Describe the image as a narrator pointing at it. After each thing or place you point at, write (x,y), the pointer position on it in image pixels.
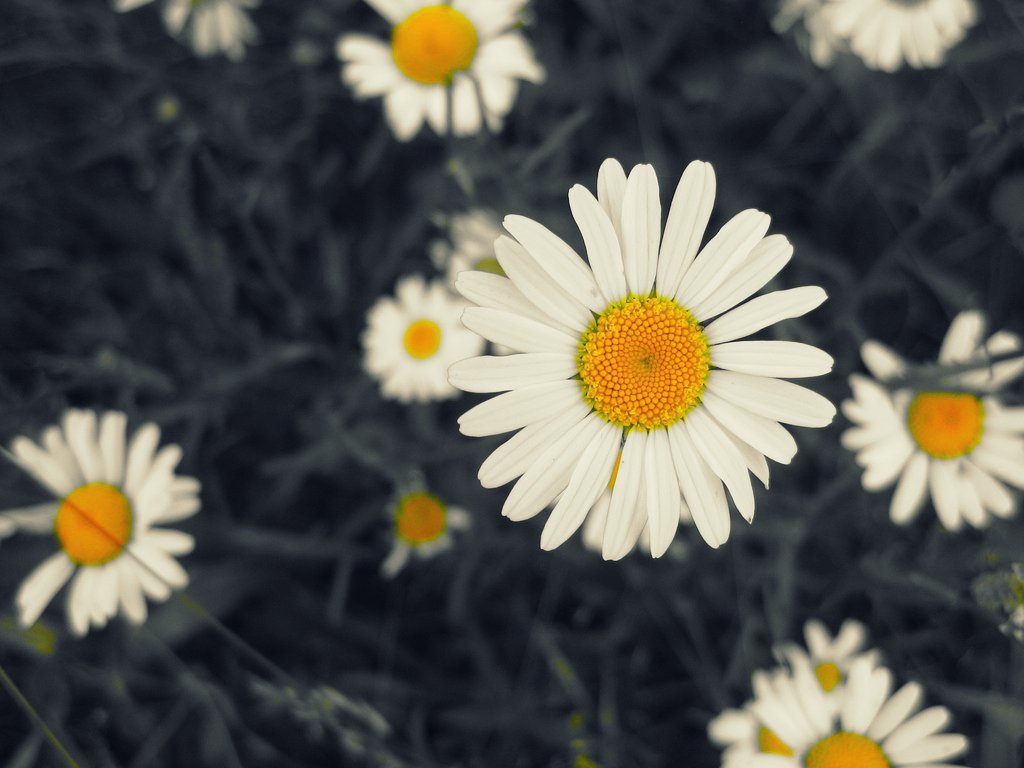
This is the picture of a few flowers (701,418) which are in white and yellow. We can also see the picture is blurred in the background (919,457).
